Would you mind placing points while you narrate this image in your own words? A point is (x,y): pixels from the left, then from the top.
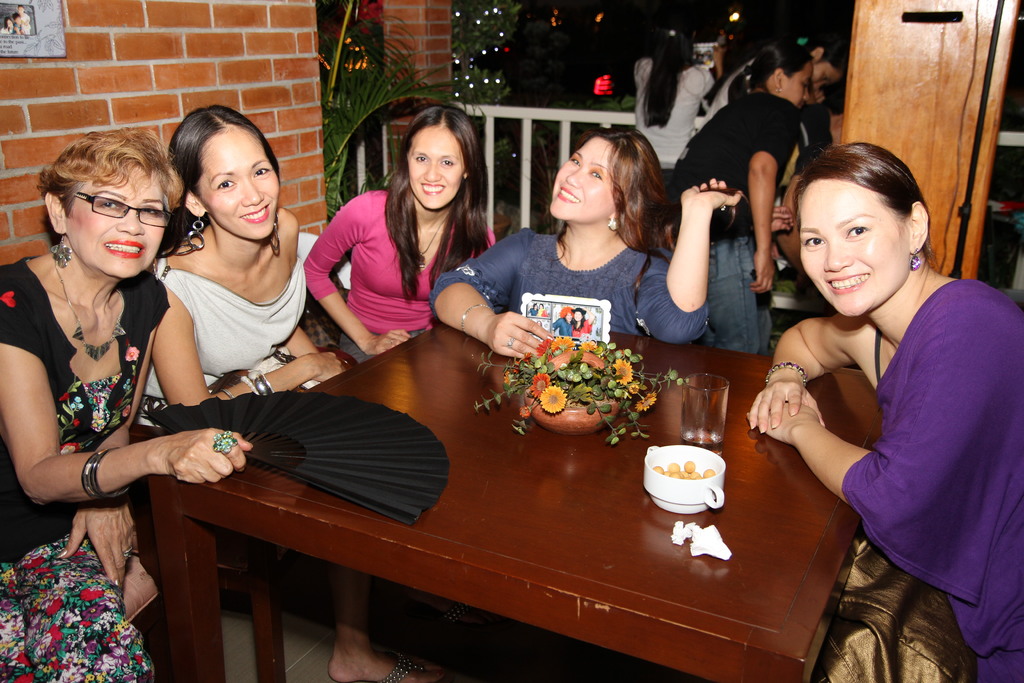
On the table (573,508) there is flower (568,377), glass (697,404), bowl (685,482) around the table (664,407) woman (537,266) are sitting in the back (168,86) there is wall (237,68) and trees (337,69).
